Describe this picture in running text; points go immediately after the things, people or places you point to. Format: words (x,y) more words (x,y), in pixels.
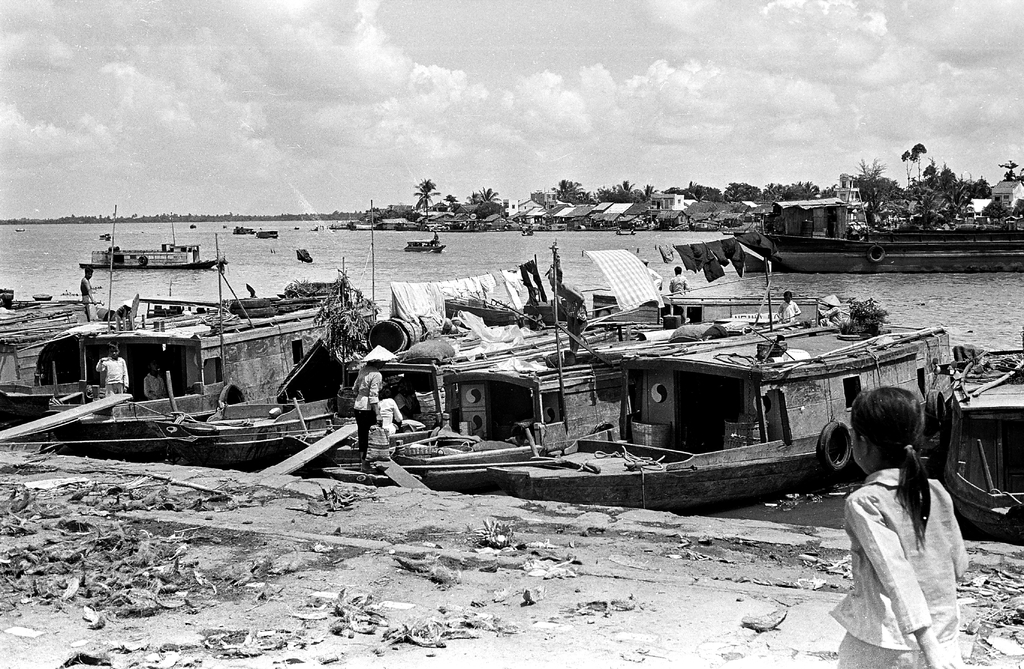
In this image we can see black and white picture of a girl (906,551) wearing a dress (875,611) is standing on the ground (639,619). In the center of the image (364,389) we can see a group of people (791,295) standing on boats (557,477) placed in water (186,285), with some tyres (821,438), clothes (744,272), poles (221,342), wooden pieces (344,432). In the background (995,214), we can see a group of buildings (459,213), trees (956,201) and the cloudy sky (270,127).
